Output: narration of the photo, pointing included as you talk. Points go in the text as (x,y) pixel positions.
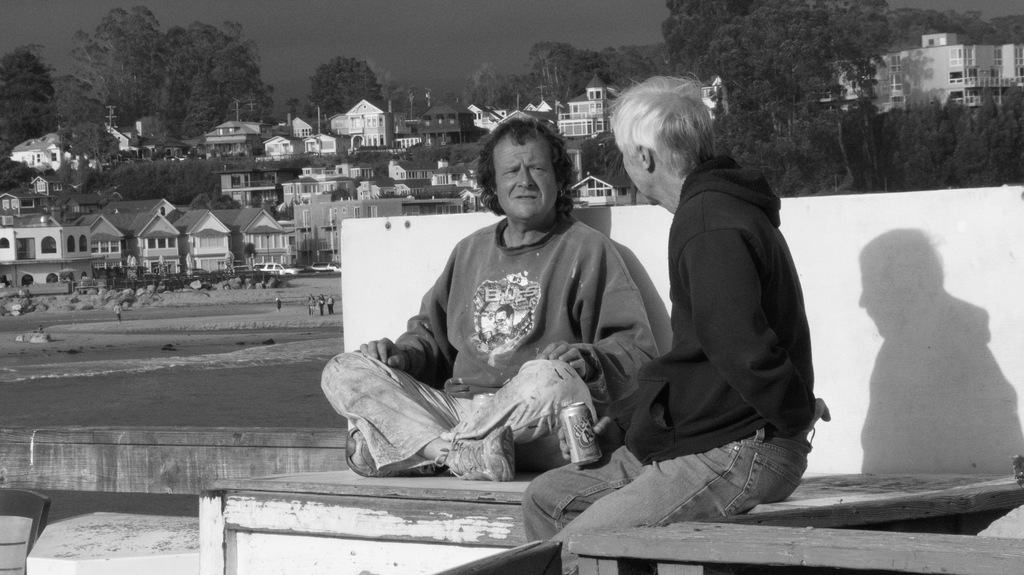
This image is clicked outside. There are two persons (686,385) in this image. To the right (692,382), the person (700,354) wearing black dress (713,401) is holding a tin (572,432). They are sitting on a wooden bench (436,491). In the background (55,163), there are trees (526,78) buildings (351,116), and plants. And there is a beach (171,363).
